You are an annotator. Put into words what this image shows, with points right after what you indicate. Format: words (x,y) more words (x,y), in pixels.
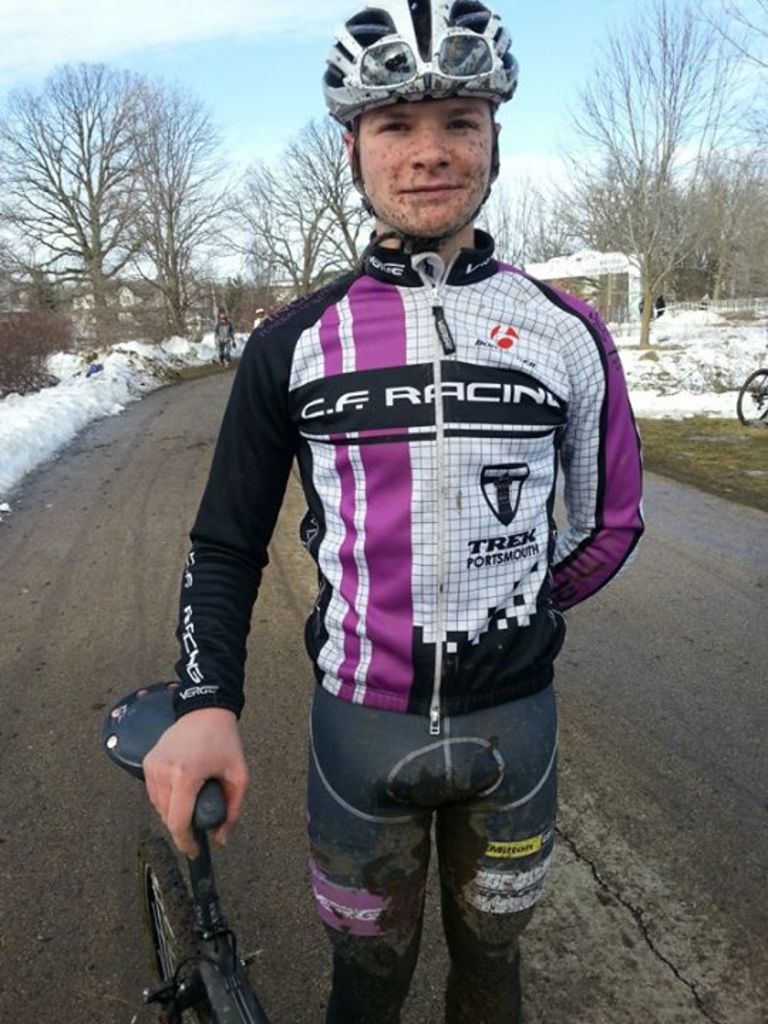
This is the man (394,320) standing and smiling. He wore a helmet (399,36), jerkin (371,509) and trouser (356,833). This looks like a bicycle (190,896). I can see the snow (700,354). These are the trees (633,247). On the right corner of the image (762,386), I can see the wheel (753,398).
